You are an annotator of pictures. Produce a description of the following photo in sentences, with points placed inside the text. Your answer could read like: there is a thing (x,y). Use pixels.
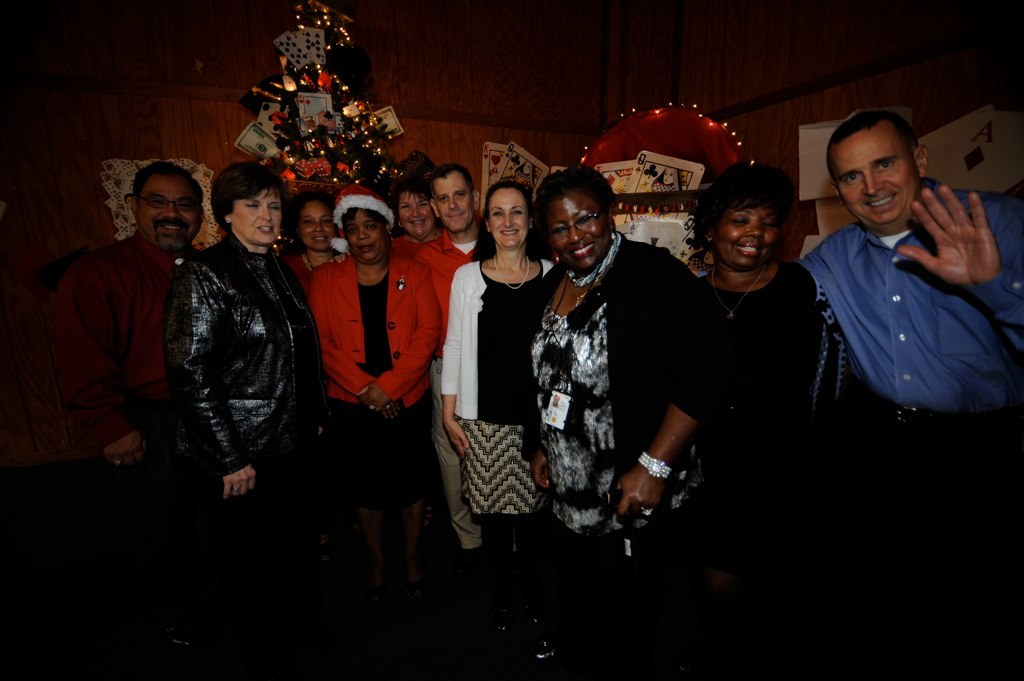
In this image I see a group of people (134,292) standing and all of them are smiling. In the background (280,5) I see a Christmas tree (290,195), which is decorated by lights (297,16) and playing cards (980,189) and I see the wall (442,131).
